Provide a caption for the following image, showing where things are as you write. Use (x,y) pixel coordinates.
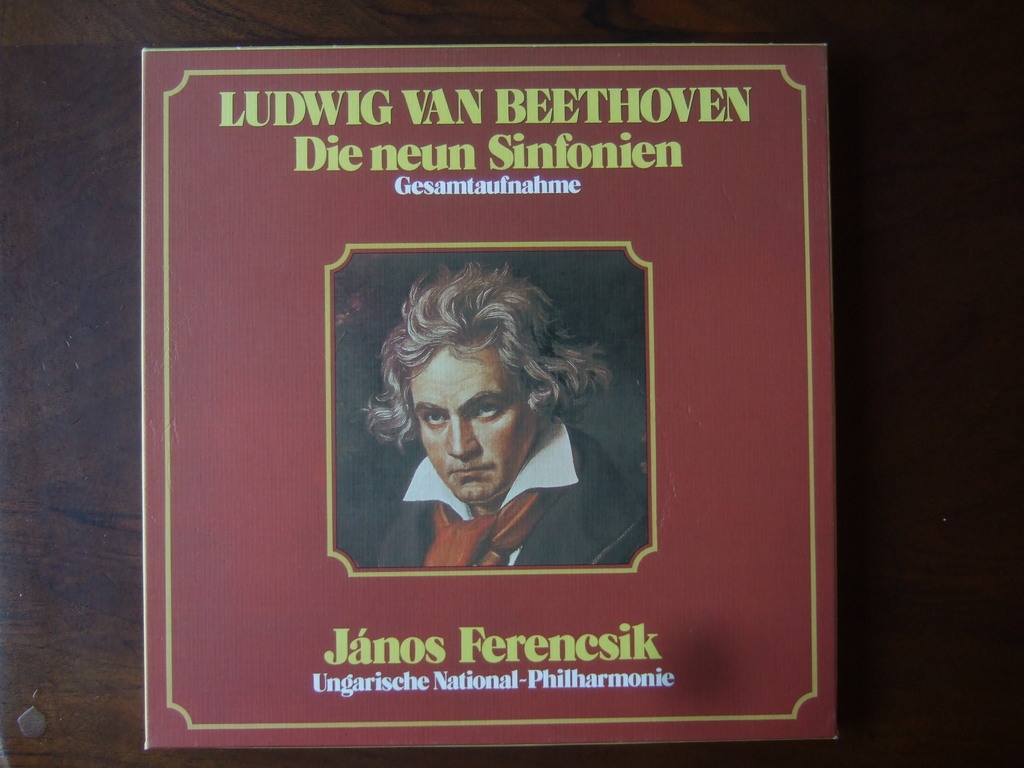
In this image we can see a board (376,611) with the picture (549,547) of a person (485,382) with some text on it which is placed on the surface (96,480).
